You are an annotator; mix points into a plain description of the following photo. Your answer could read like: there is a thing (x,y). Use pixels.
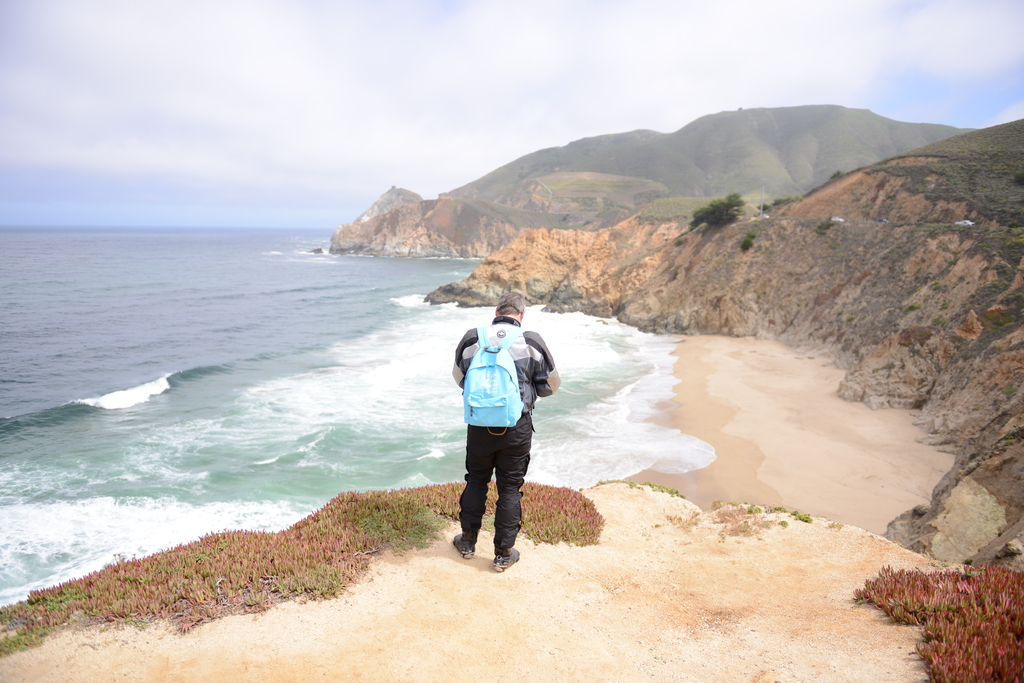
In the foreground of the picture (487,473) there is a person (510,443) standing, holding a backpack (481,413). In the foreground (299,554) there are plants (1022,642) and sand (700,582). In the center of the picture (608,273) there are mountains (776,217), trees (707,209) and a water body (230,354). Sky (203,101) is cloudy.
